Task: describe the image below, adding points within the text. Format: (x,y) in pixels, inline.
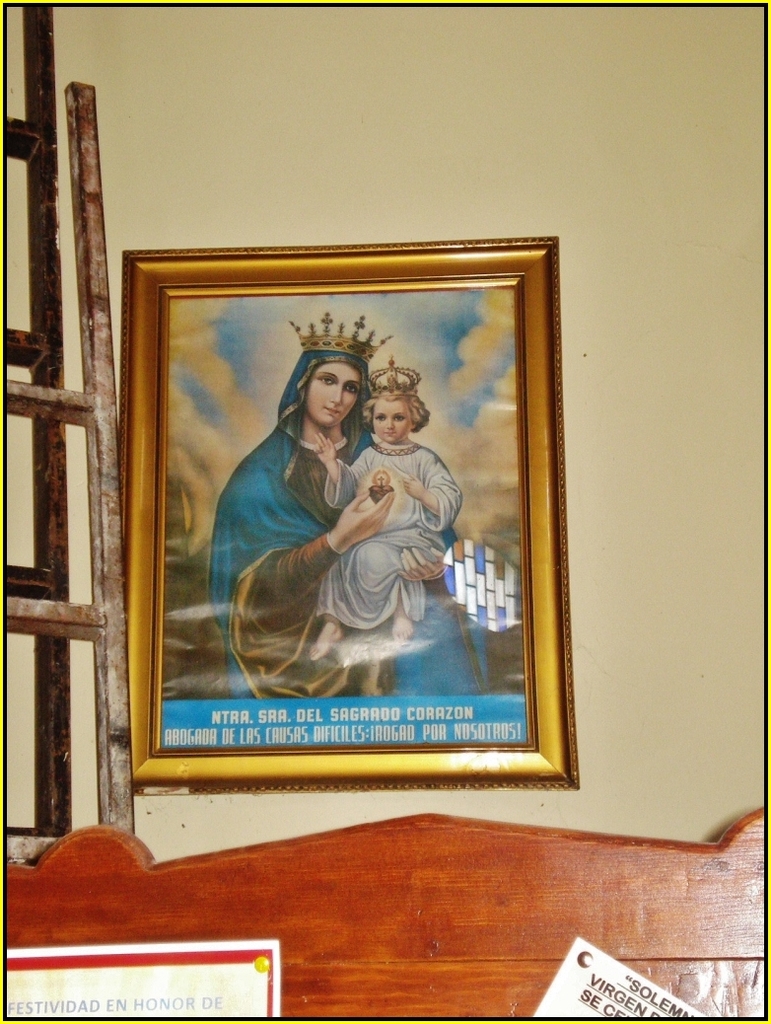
In this image there is a picture frame (550,608) on the wall (648,485). In the picture frame (321,521) there are images (311,587) of a woman (275,531) and a child (395,584). The woman (256,525) is holding the child (405,546). They are wearing crowns (409,381). Below the image (367,597) there is text (325,732) on the picture frame (331,719). To the left (67,497) there are ladders (50,528). At the bottom (329,874) there is a wooden frame (472,872). There are boards (213,995) with text (602,995) on the wooden frame (611,954). In the background (422,149) there is a wall (279,150).
